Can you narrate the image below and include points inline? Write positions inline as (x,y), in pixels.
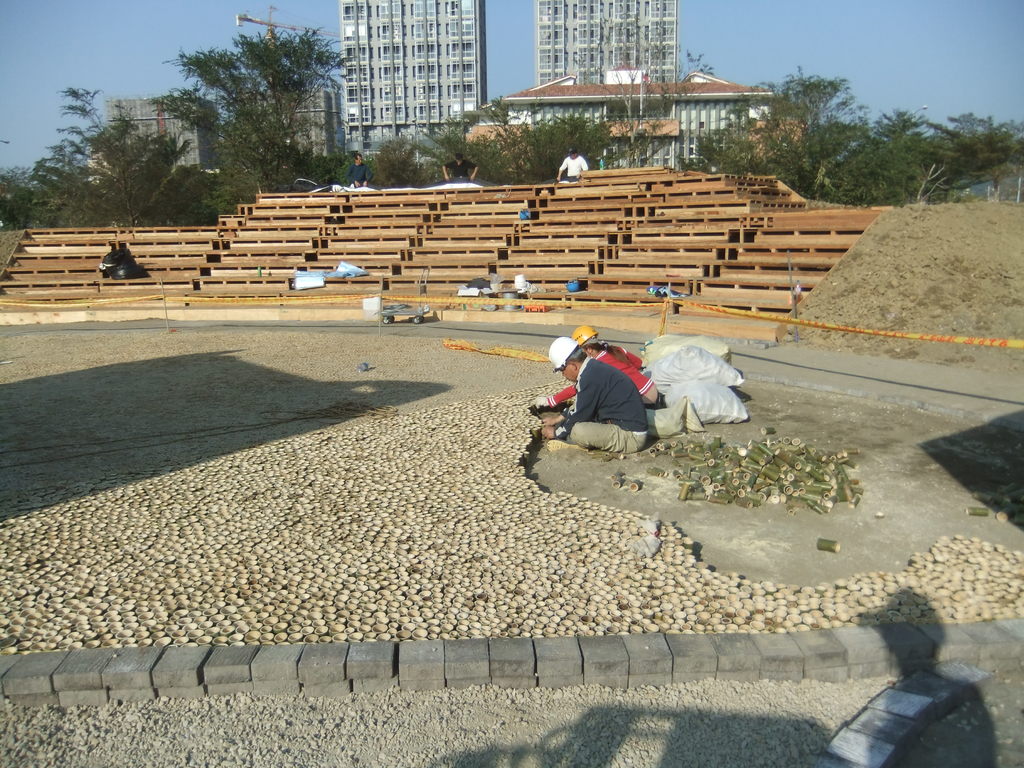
In this image there are group of people (600,430), benches (495,230), buildings (347,54), trees (136,208) and some other objects (711,478) on the floor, and in the background (923,87) there is sky (866,87).
